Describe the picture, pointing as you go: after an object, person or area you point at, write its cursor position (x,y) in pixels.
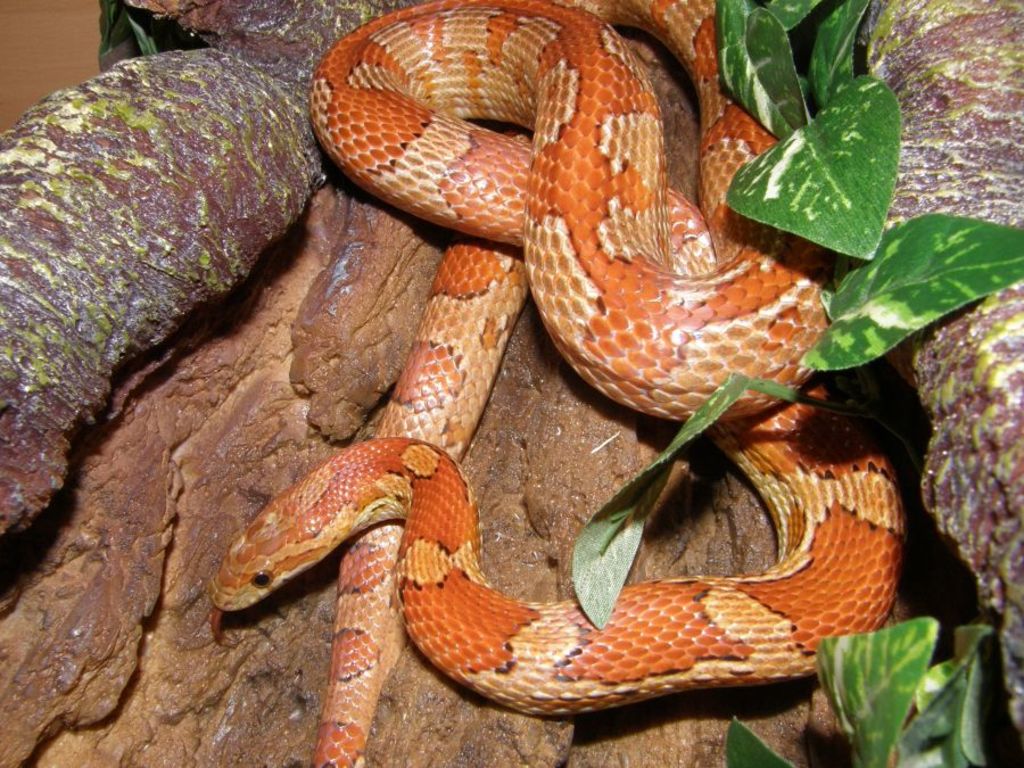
In this image I can see the snake (412,378) which is in cream and brown color. It is on the wooden object (197,578). To the right (803,114) I can see the leaves (717,414).
